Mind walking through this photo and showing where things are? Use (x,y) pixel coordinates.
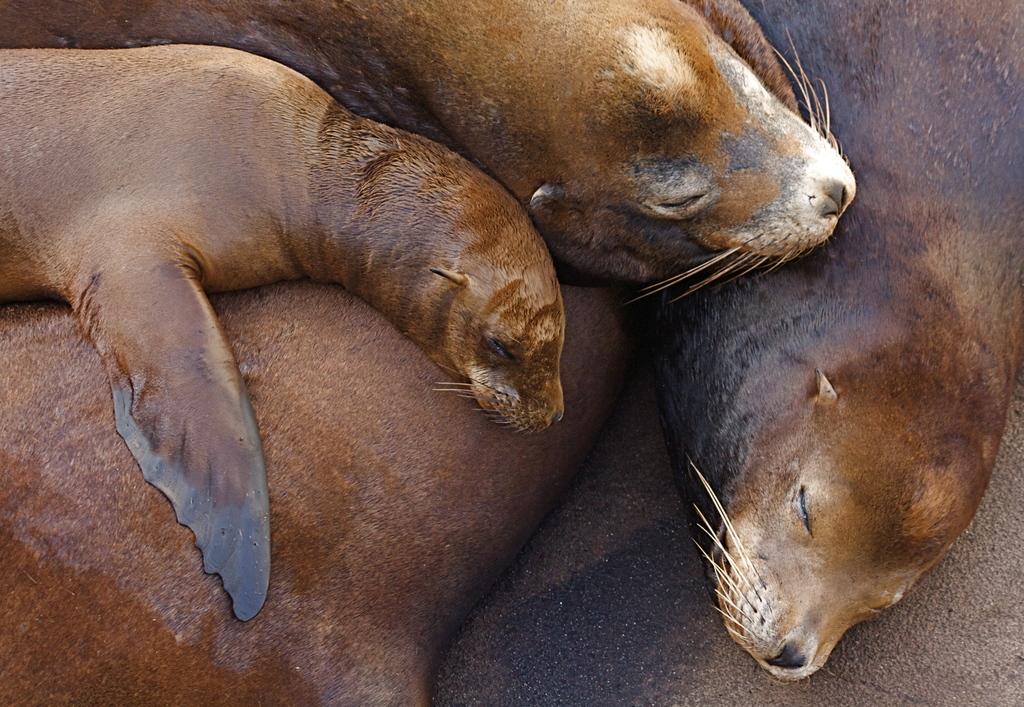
In this picture there are seals (418,341) lying down. At the bottom (619,511) there is a floor (560,626).
